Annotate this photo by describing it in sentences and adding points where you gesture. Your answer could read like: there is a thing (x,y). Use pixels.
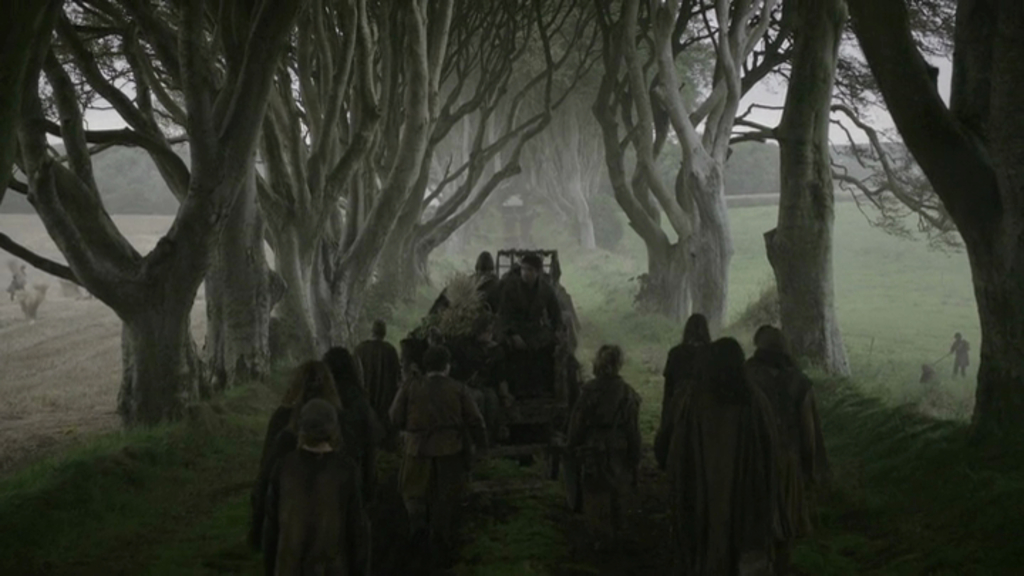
In this picture I can see group of people (561,314), there is a vehicle (529,382), there are plants (961,393), trees (785,138), and in the background (740,100) there is sky (760,99).
